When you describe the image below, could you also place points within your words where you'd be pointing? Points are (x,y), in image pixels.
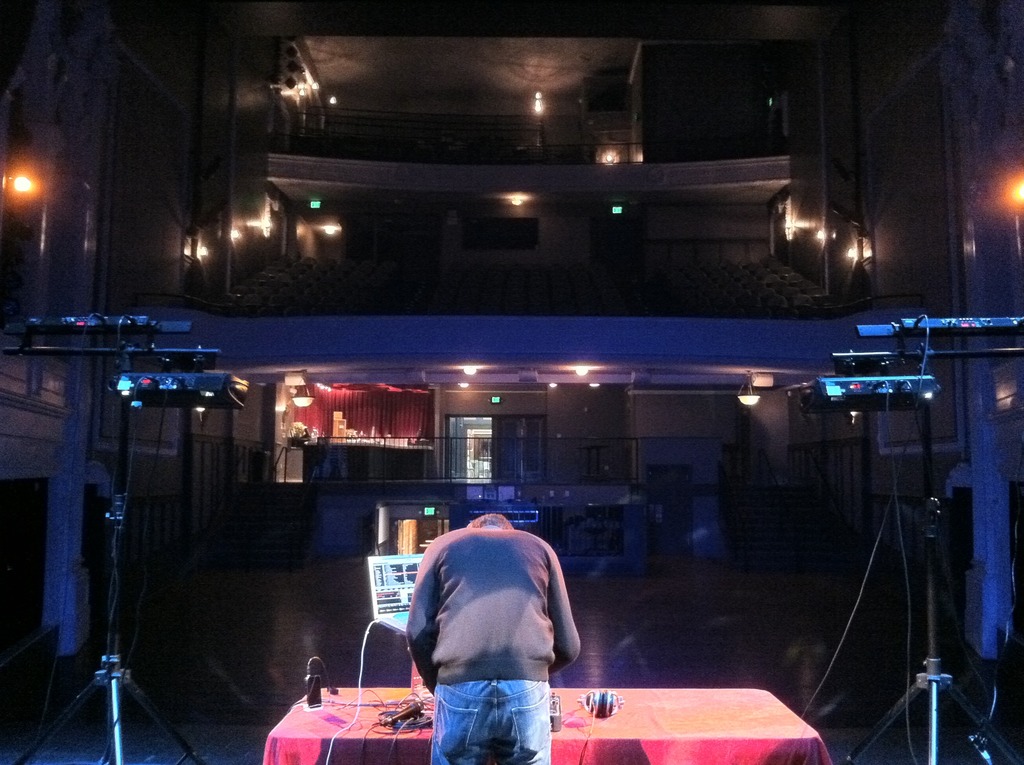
In this image we can see a person (468,655) standing in front of a table (608,730) on which a headset microphone (609,715) and a mobile (320,688) and a laptop (394,622) are kept on it. In the background (426,400) we can see different lights (917,380), staircase (273,527) and curtain (298,416).
